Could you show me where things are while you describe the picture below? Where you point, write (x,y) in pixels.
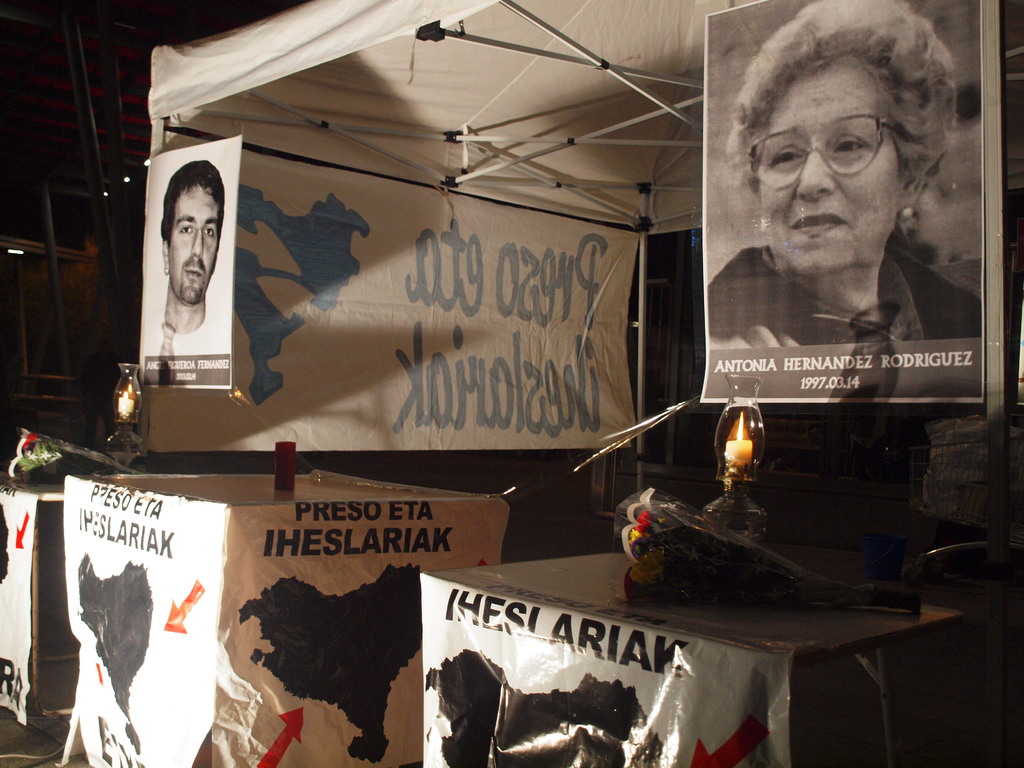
In this image I can see few posts (849,163) and in the center of this image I can see two candles (122,380). On the top side of this image (374,155) I can see a tent (512,185).
